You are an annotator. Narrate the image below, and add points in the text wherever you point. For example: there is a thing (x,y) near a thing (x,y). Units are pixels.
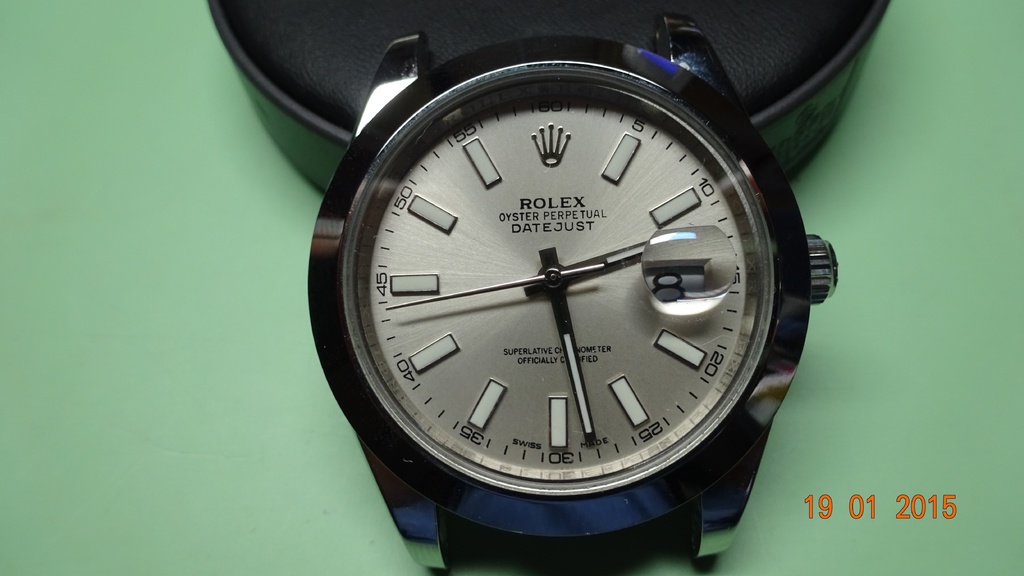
In this picture we can see watch (715,160) and black object (347,109) on the green surface (243,386). In the bottom right side of the image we can see date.
